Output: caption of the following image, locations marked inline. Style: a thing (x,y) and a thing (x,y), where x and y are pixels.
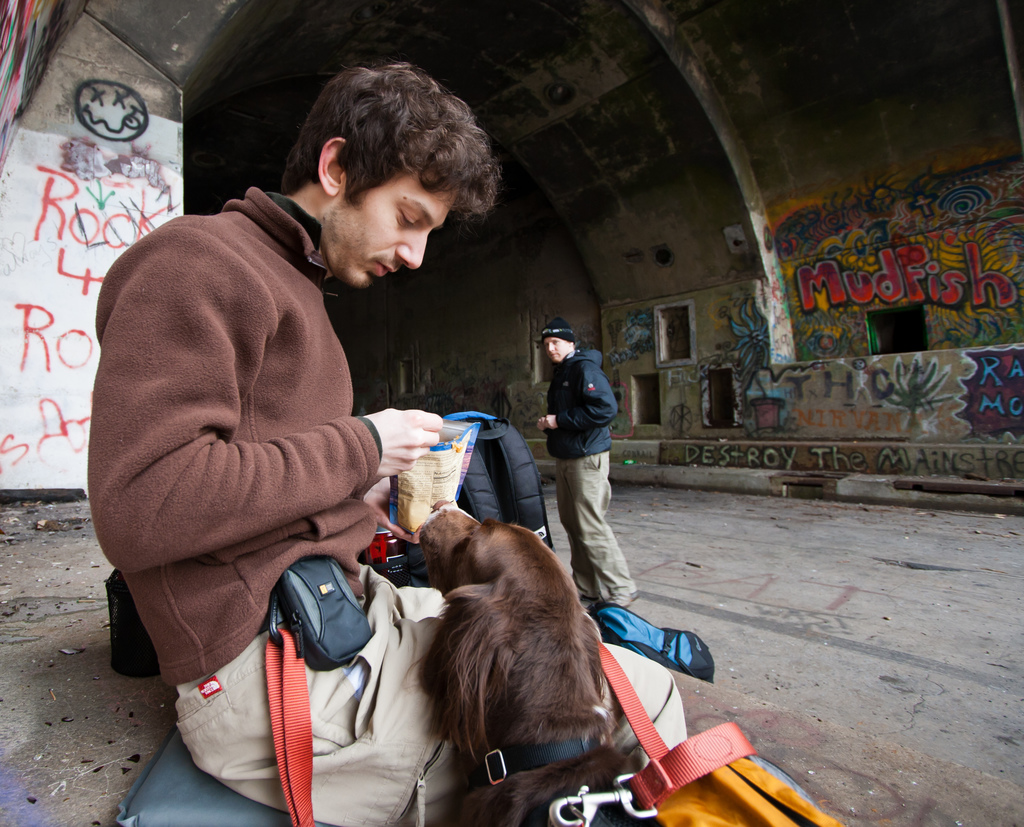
In this picture there is a boy (411,76) who is sitting on the left side of the image (299,420) and feeding a dog (484,784) from snacks wrapper (451,446), there is another man (588,493) who is standing at the center of the image (568,347) and watching to the boy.
